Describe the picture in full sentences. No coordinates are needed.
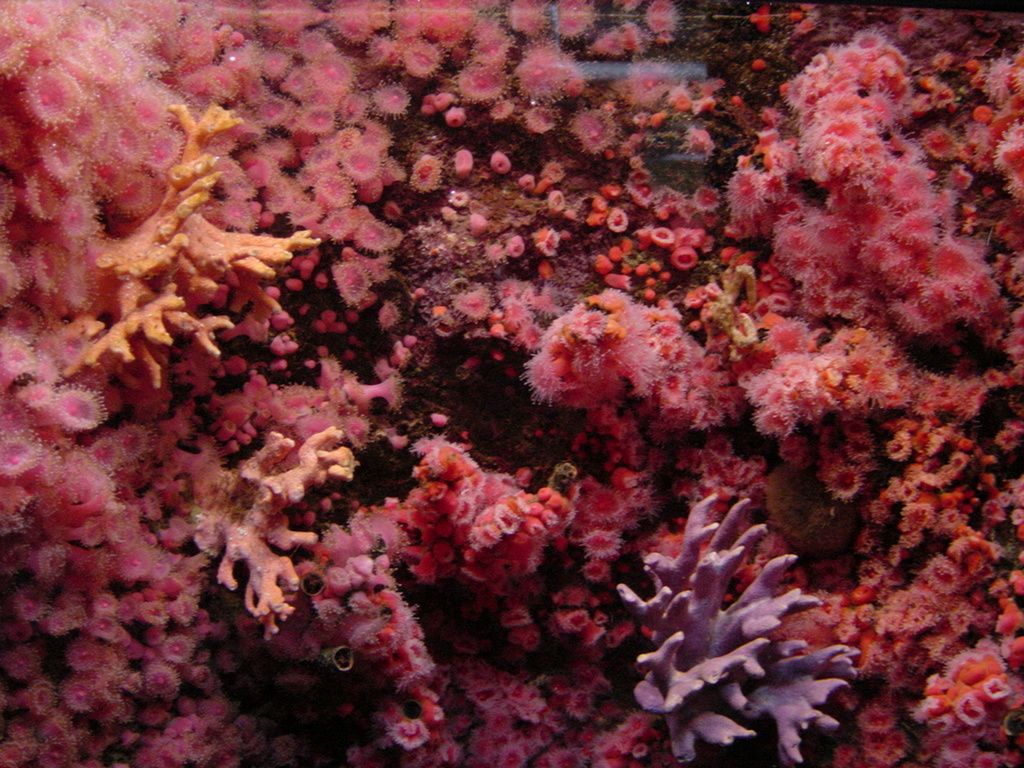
By seeing this image we can say it is an underwater image which is in pink and violet in color.
